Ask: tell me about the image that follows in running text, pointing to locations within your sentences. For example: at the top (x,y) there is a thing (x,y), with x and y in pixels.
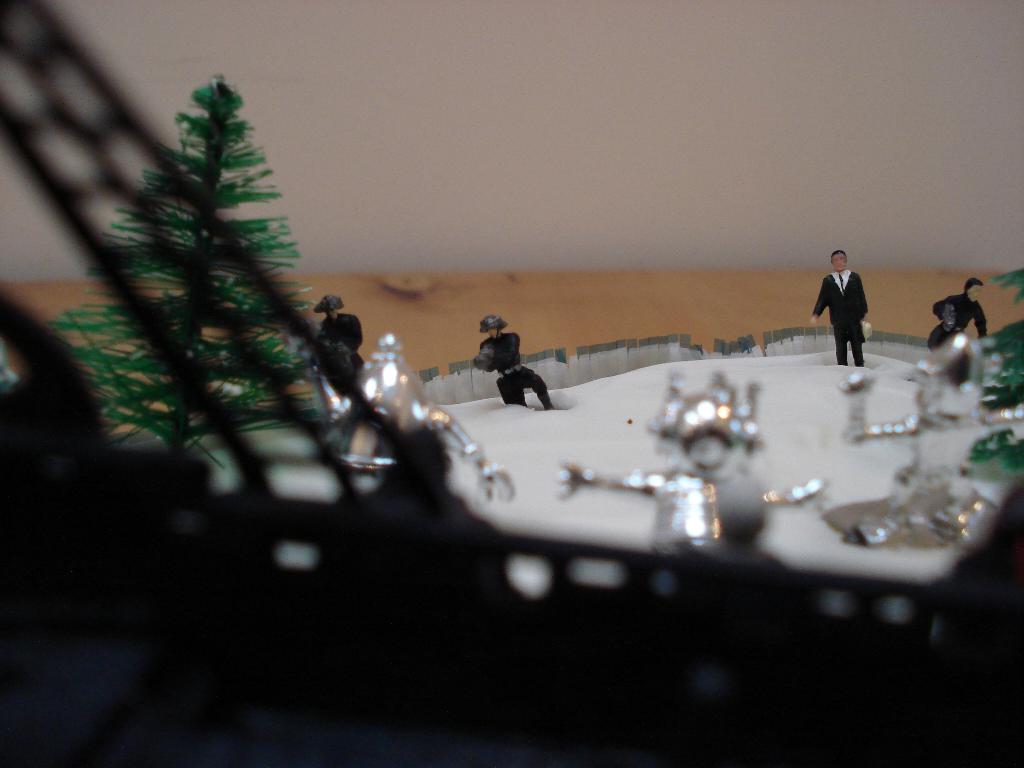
In this image there are miniatures (941,543) of trees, people (344,393) and objects (734,435). In the background of the image (833,218) there is a wall (828,206).
